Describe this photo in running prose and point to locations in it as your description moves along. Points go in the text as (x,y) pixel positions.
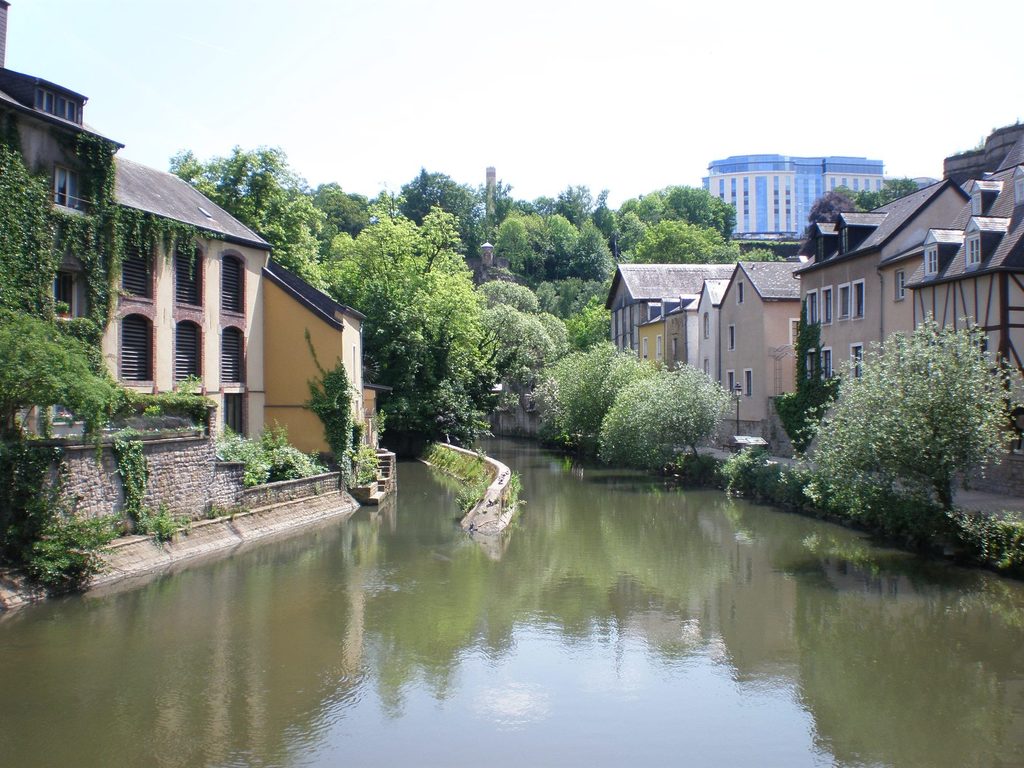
In this image, there are a few buildings (681,319). We can see some water (284,584). We can see some plants (821,410) and trees (440,262). We can see a chimney (493,170) and the sky (641,65).
